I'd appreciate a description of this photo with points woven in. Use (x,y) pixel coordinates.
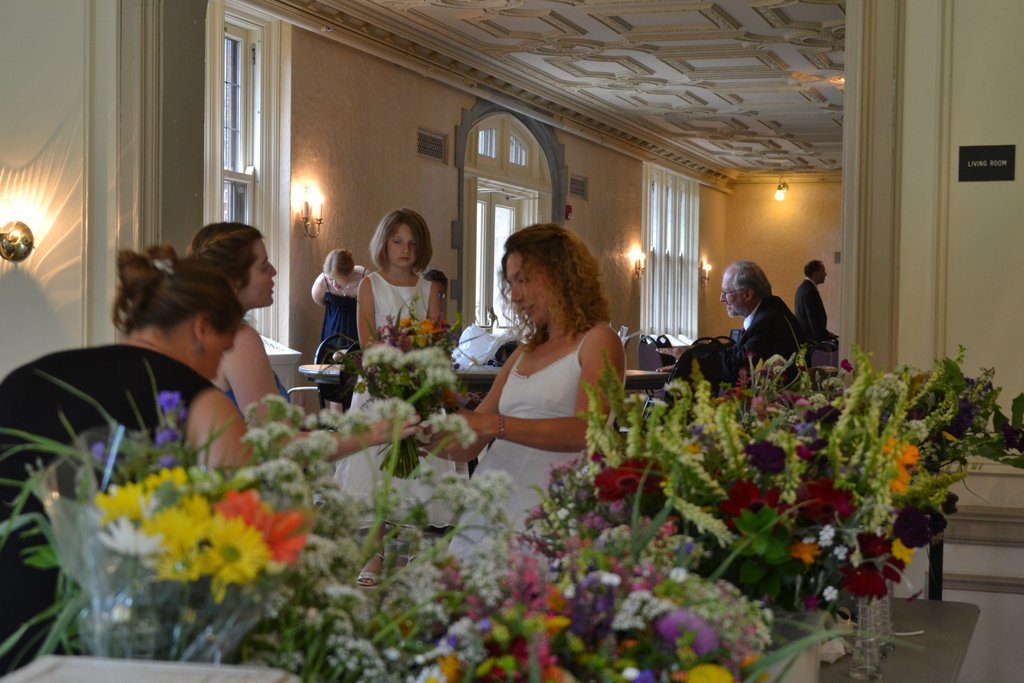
In this image there are few persons (136,351) and tables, flowers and window (224,196) and light (780,195) and the wall (743,192) visible.
